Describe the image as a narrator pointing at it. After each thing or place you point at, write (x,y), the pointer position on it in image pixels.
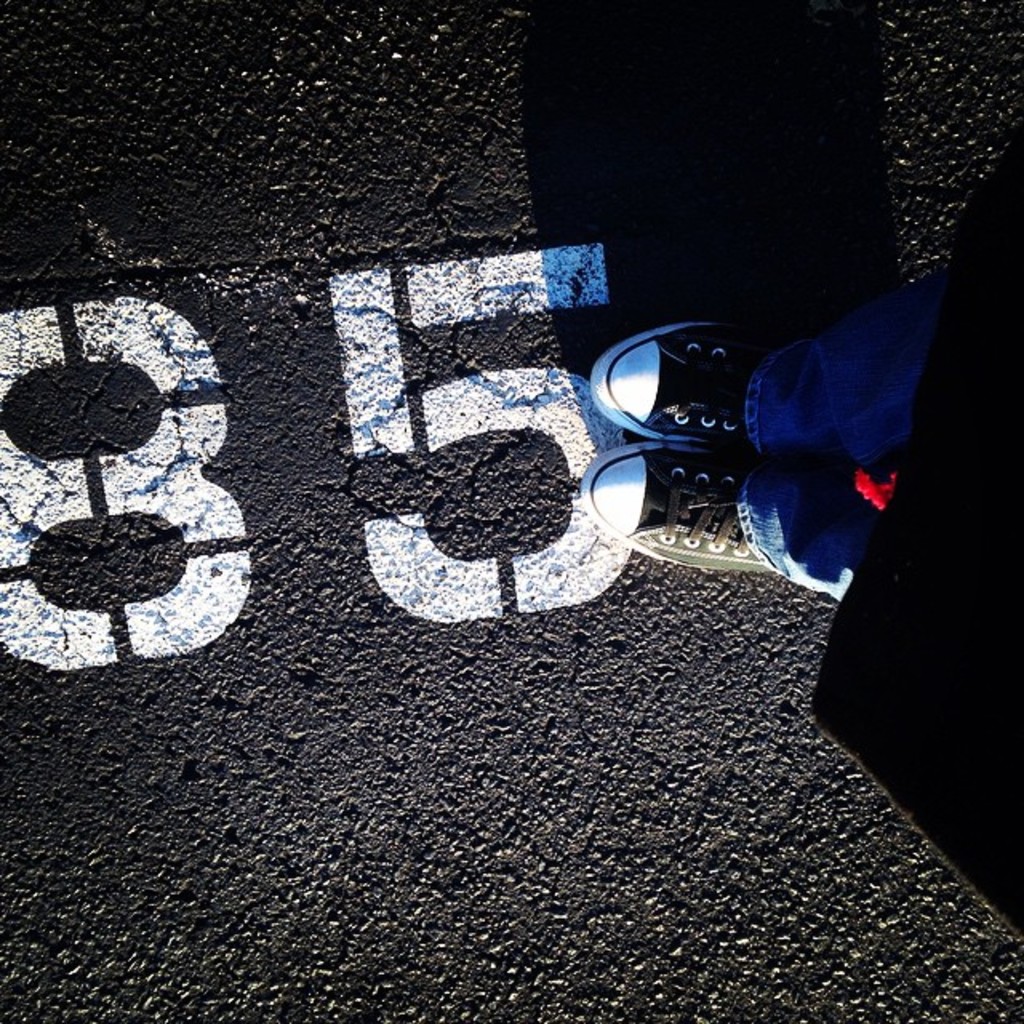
In this image we can see numbers (407,597) written on the road (518,884). On the right of the image (773,497) we can see legs (911,289) of a person (815,440) wore shoes (679,514).
